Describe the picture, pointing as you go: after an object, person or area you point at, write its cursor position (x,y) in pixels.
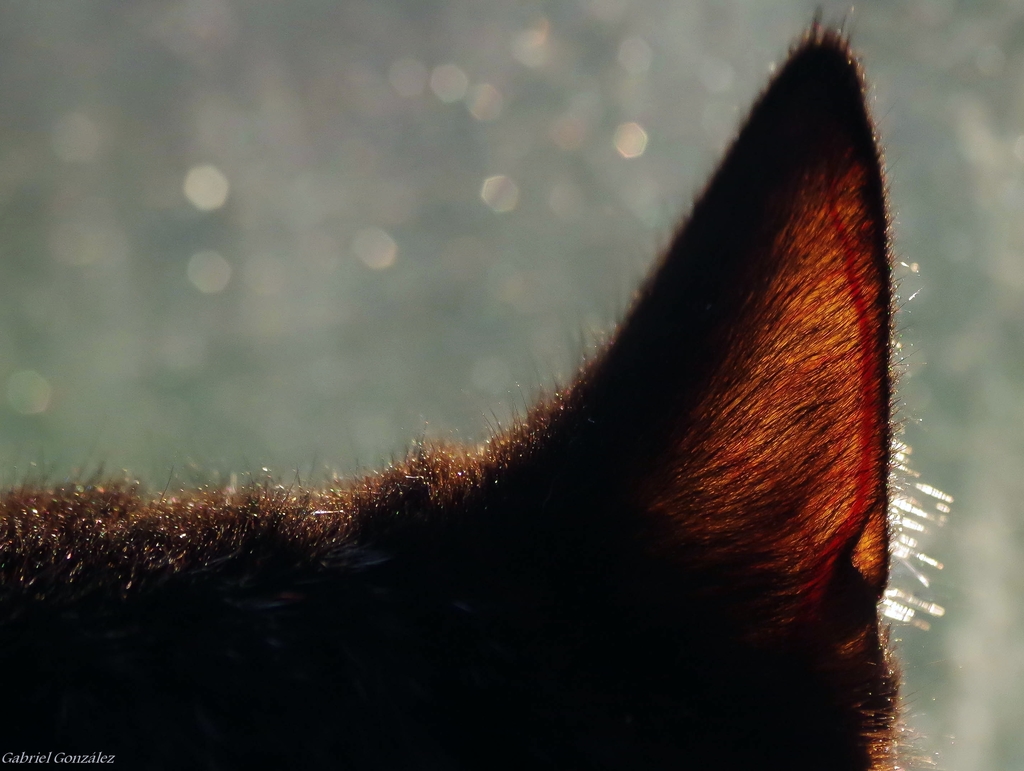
In this image, we can see the ear (663,373) of an animal (253,611). We can also see the blurred background (342,35) and some text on the bottom left corner (89,760).
